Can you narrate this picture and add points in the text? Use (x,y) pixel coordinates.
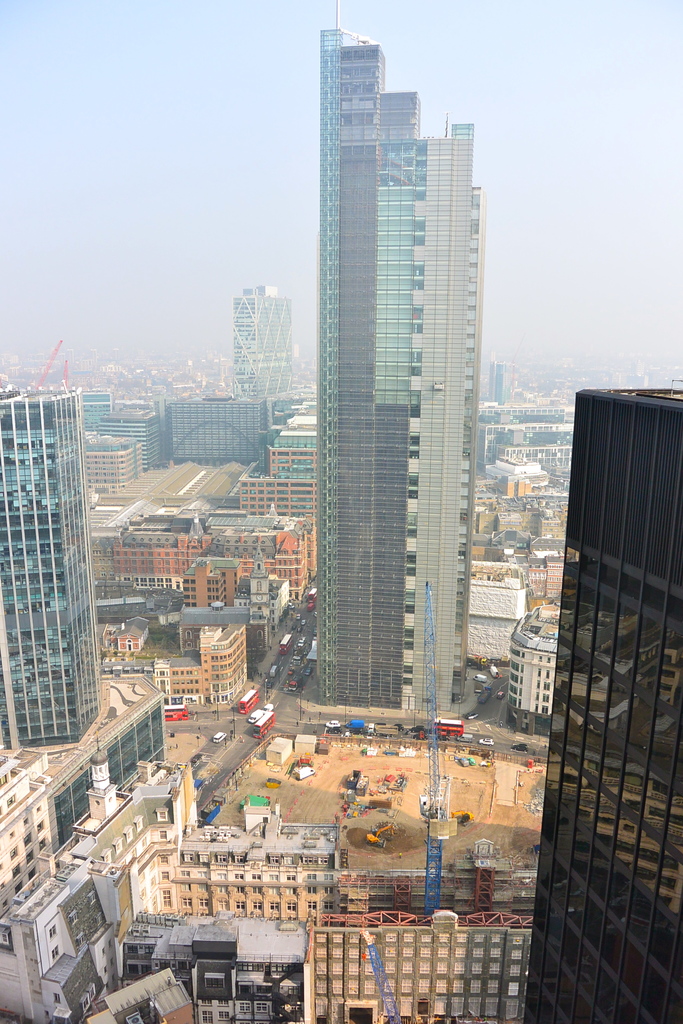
In this image, we can see so many buildings (666,740), roads (183,722), vehicles (333,732), towers (53,490), houses (66,851). Background (656,292) there is a sky (309,226).
